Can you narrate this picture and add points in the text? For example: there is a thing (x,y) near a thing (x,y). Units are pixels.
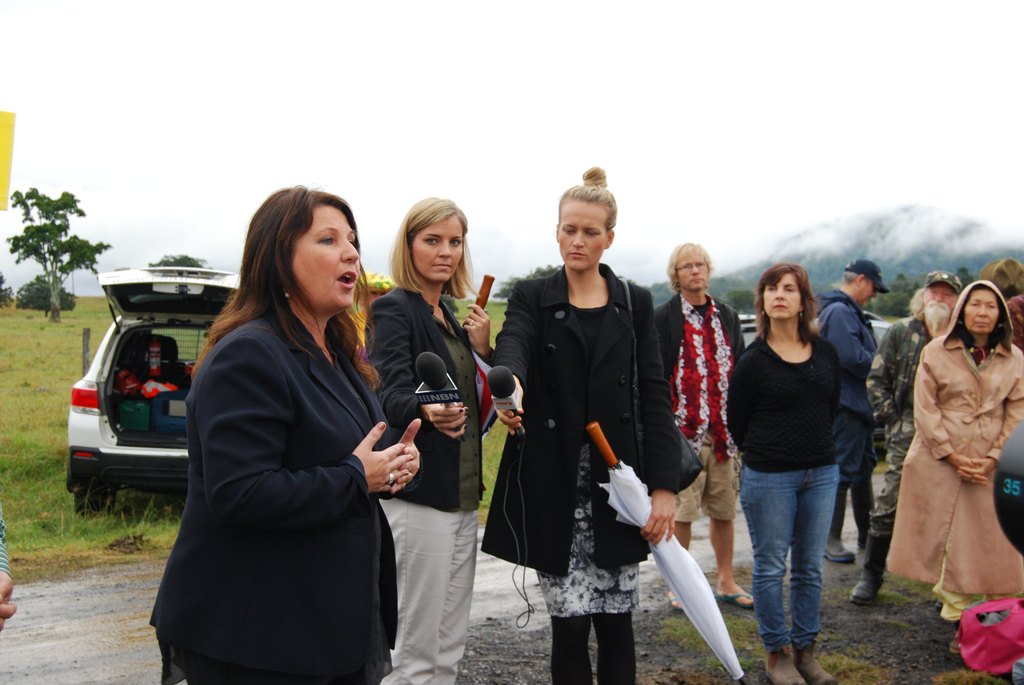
In this picture we can see a group of people (777,557) on the ground (739,558), one woman (594,374) is holding an umbrella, mic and wearing a bag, another woman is holding a mic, stick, at the back of them we can see vehicles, grass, trees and on one vehicle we can see some objects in it and we can see sky (531,147) in the background (507,133).
